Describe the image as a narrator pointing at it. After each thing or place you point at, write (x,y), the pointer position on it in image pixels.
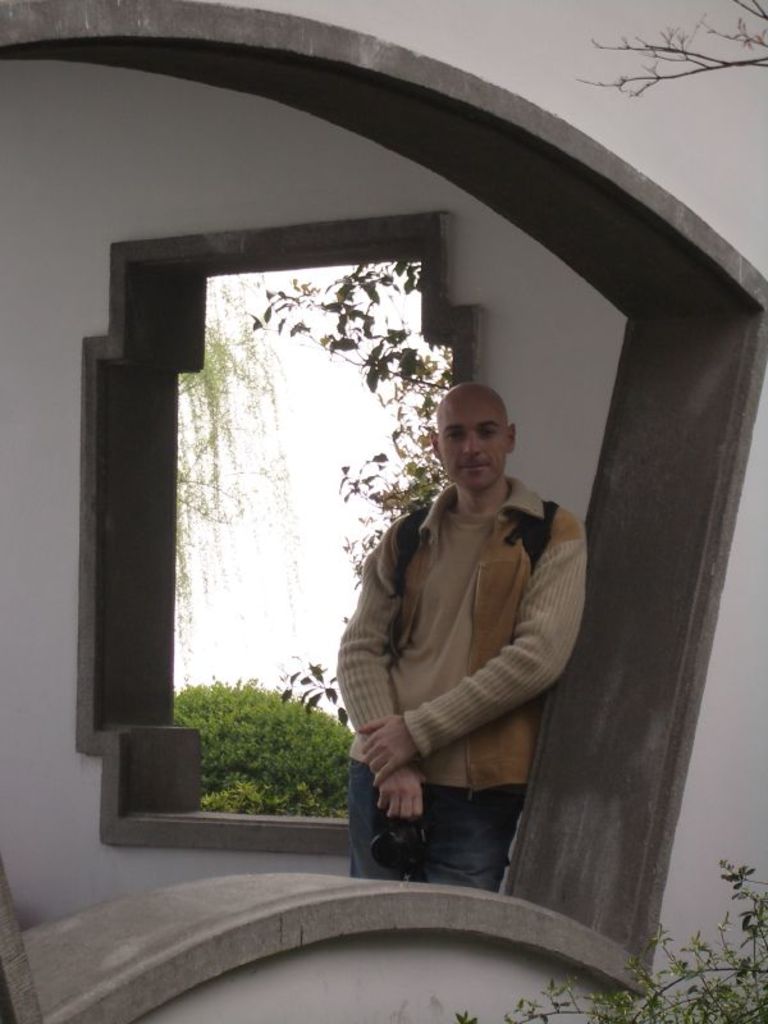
In the picture we can see a wall (491,24) with a window (762,351) from it we can see a man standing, he is with a bald head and behind him we can see another wall (65,684) with a window (138,669) from it we can see some bushes (325,739) and plants (288,770) outside.
